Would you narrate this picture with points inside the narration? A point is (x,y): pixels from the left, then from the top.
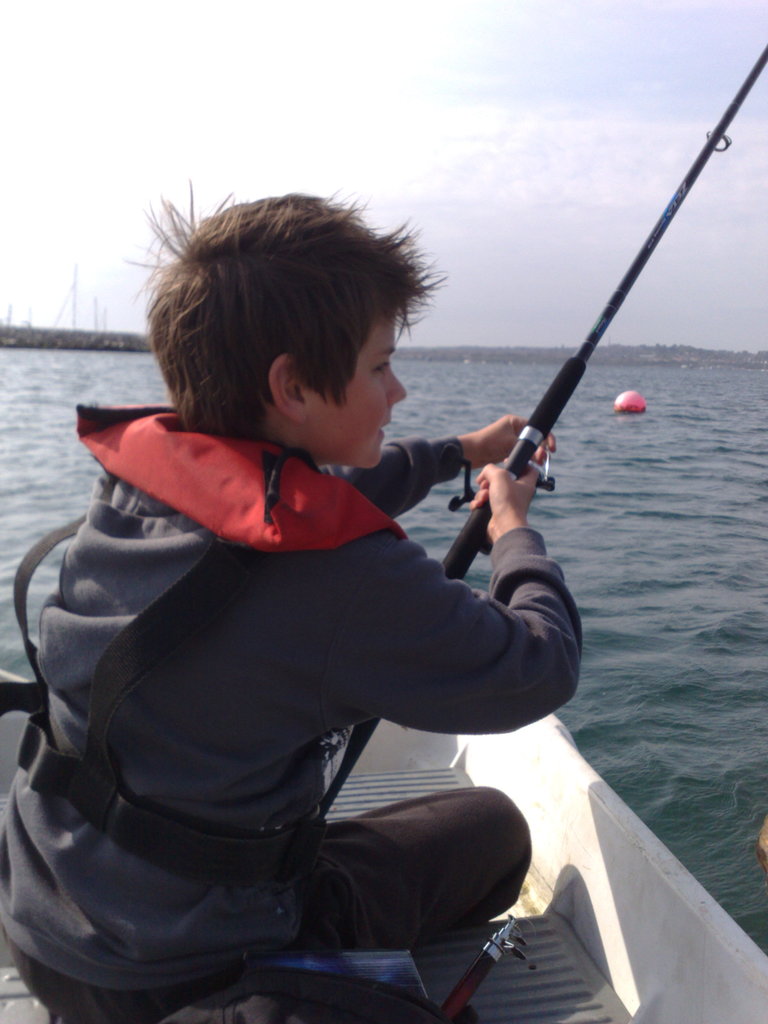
This is an outside view. Here I can see a boy (123,695) wearing a blue color jacket (148,718), sitting on the boat (483,995) and fishing by holding a stick (559,411) in the hands (499,476). He is looking towards the right side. Here I can see the water (636,550) which is looking like a sea (576,457). On the top of the image (542,73) I can see the sky (432,87).
